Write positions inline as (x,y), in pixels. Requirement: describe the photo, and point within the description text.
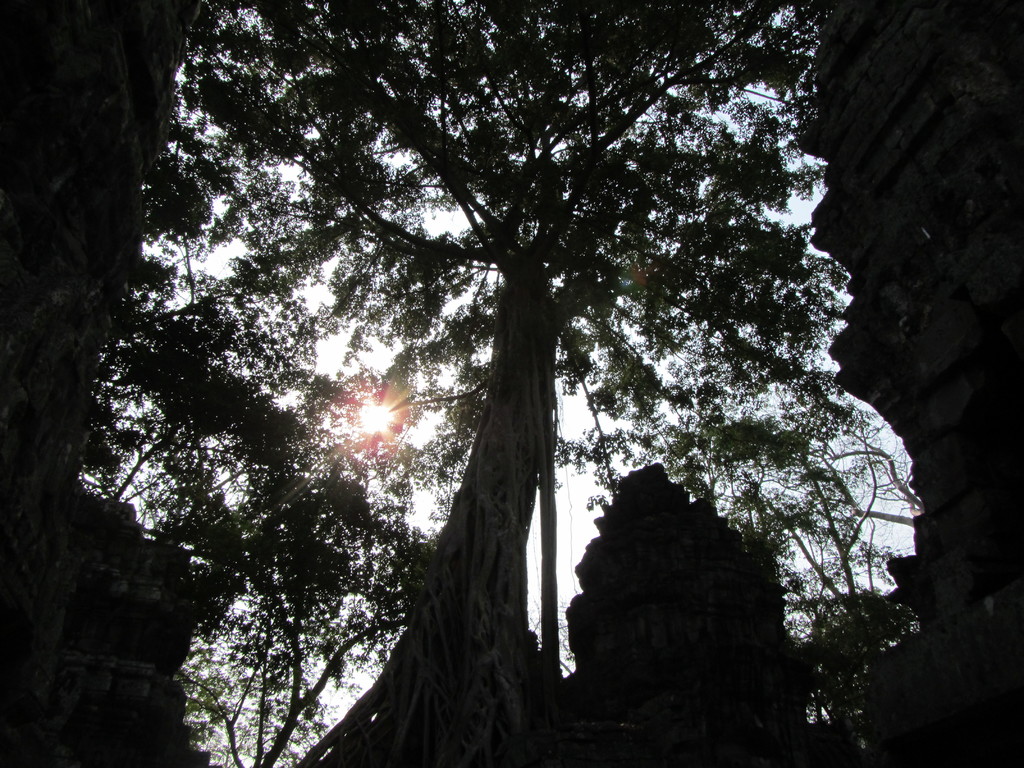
In this image we can see few monuments (869,182). There are many trees (473,395) in the image. There is a sun (380,412) and a sky (418,399) in this image.
